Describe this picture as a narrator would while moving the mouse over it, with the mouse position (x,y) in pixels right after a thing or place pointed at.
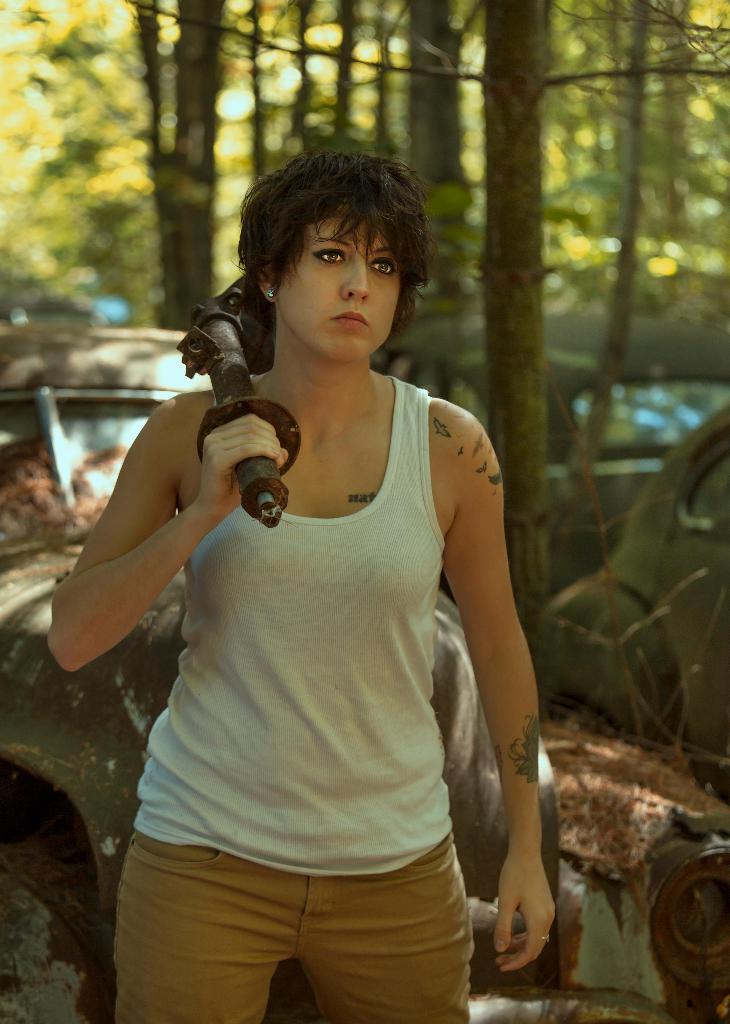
This is the woman (338,684) holding an iron object (236,417) and standing. In the background (489,839), I can see the cars (629,605). These are the trees (558,114).
